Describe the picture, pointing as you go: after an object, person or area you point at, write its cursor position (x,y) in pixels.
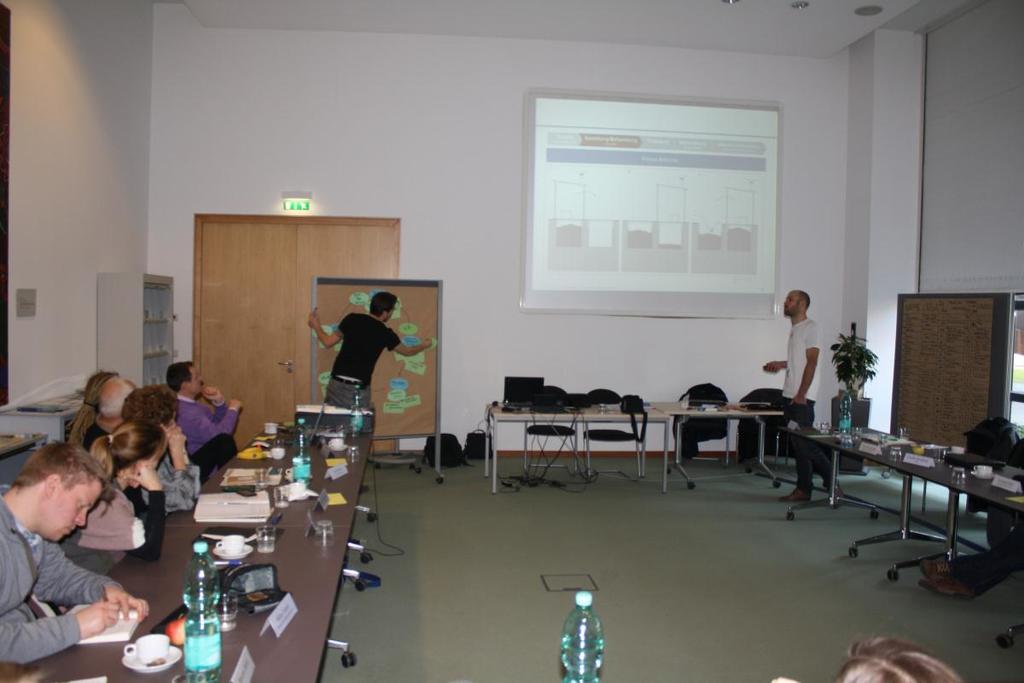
In this picture we can see a group of people (216,443) where some are sitting on chairs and looking at person (375,325) at board (405,312) and on right side (802,343) person (802,396) is standing and in front of them there is table (297,539) and on table (154,610) we can see cup (153,654), saucer (167,655), bottle (193,658), book (264,509), fruits (170,625), glass (260,543) and in background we can see wall (418,129), screen (606,204).
